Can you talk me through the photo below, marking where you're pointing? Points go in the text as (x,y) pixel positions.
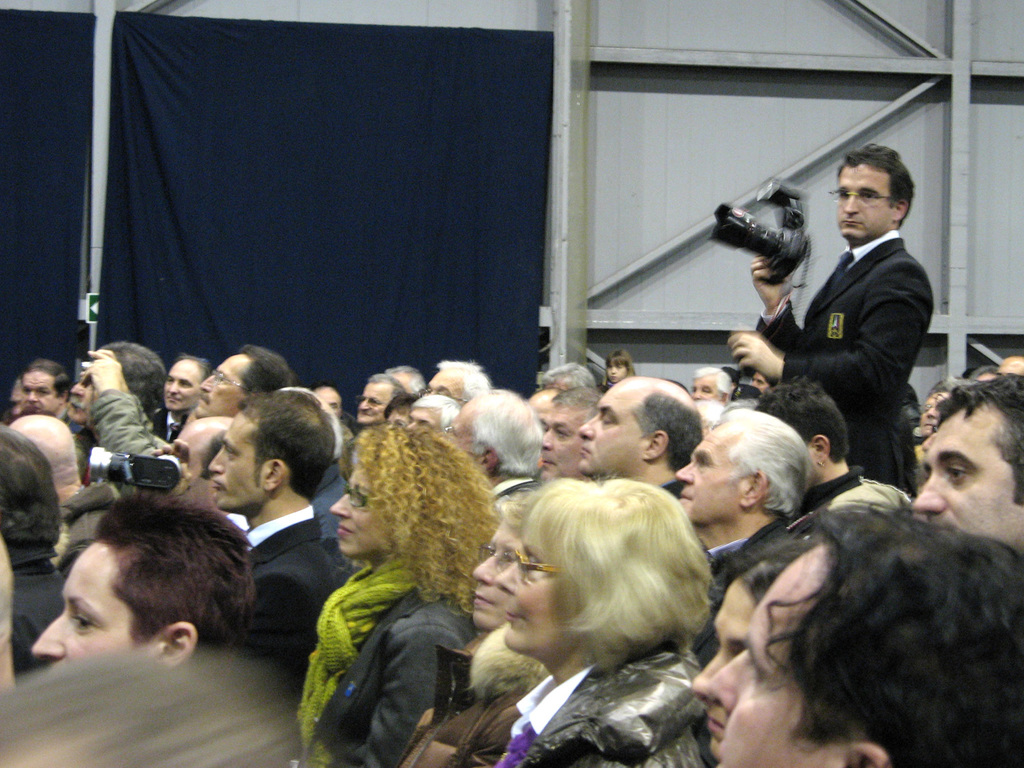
In this image we can see some persons (720,493), cameras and other objects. In the background of the image (534,109) there are curtains (381,195), poles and other objects (602,214).
